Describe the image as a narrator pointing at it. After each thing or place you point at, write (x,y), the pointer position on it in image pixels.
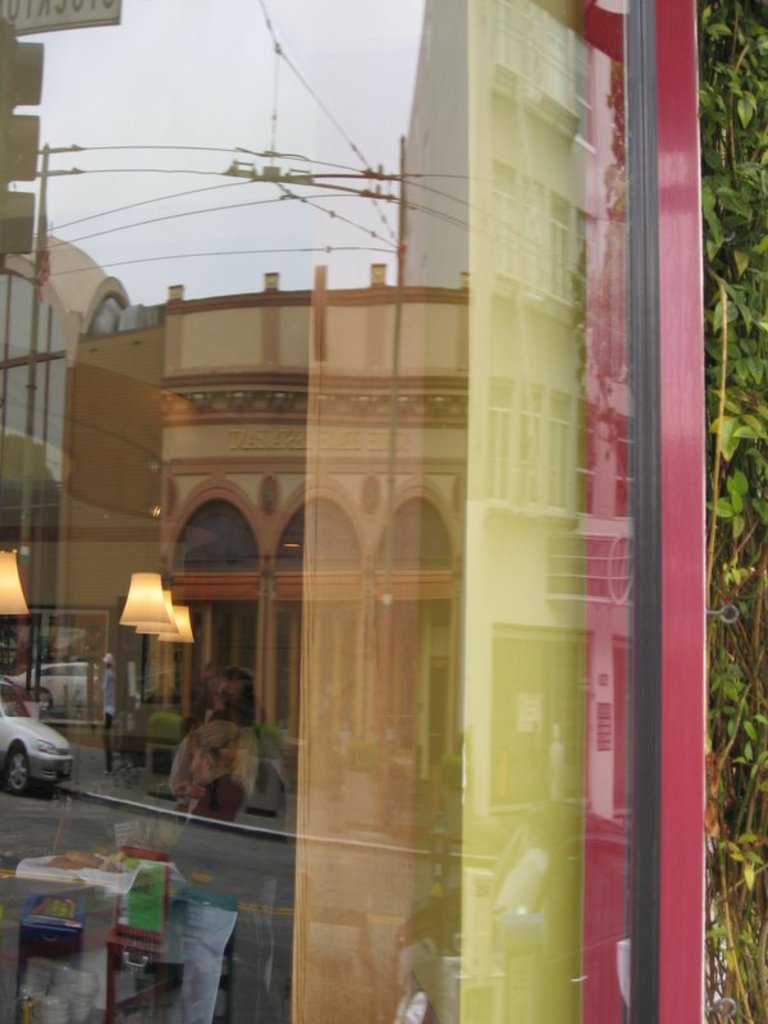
In the picture I can see the glass door (163,425) on which I can see the reflection (392,561) of buildings (328,604), wires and the sky (311,224). Here I can see ceiling lights (11,602) and the trees (733,638) on the right side of the image (731,673).
